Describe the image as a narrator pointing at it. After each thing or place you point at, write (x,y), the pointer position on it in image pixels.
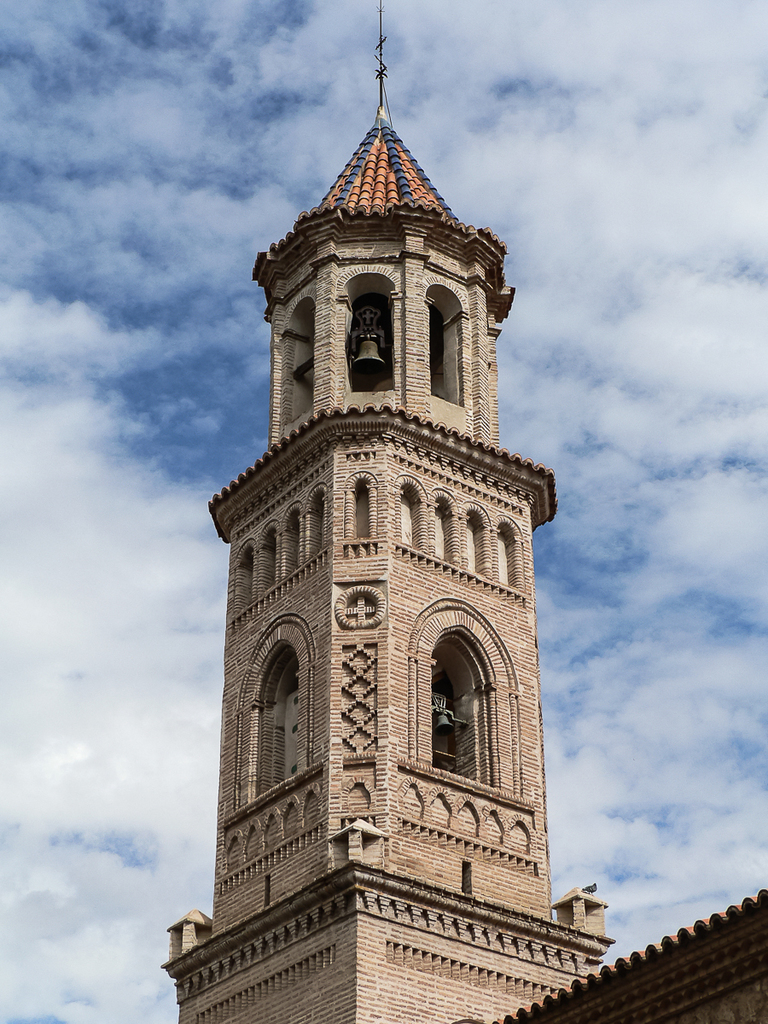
In this image, we can see a Steeple (347,848). In the background (144,351), we can see the sky (133,360) with some clouds (82,373).
